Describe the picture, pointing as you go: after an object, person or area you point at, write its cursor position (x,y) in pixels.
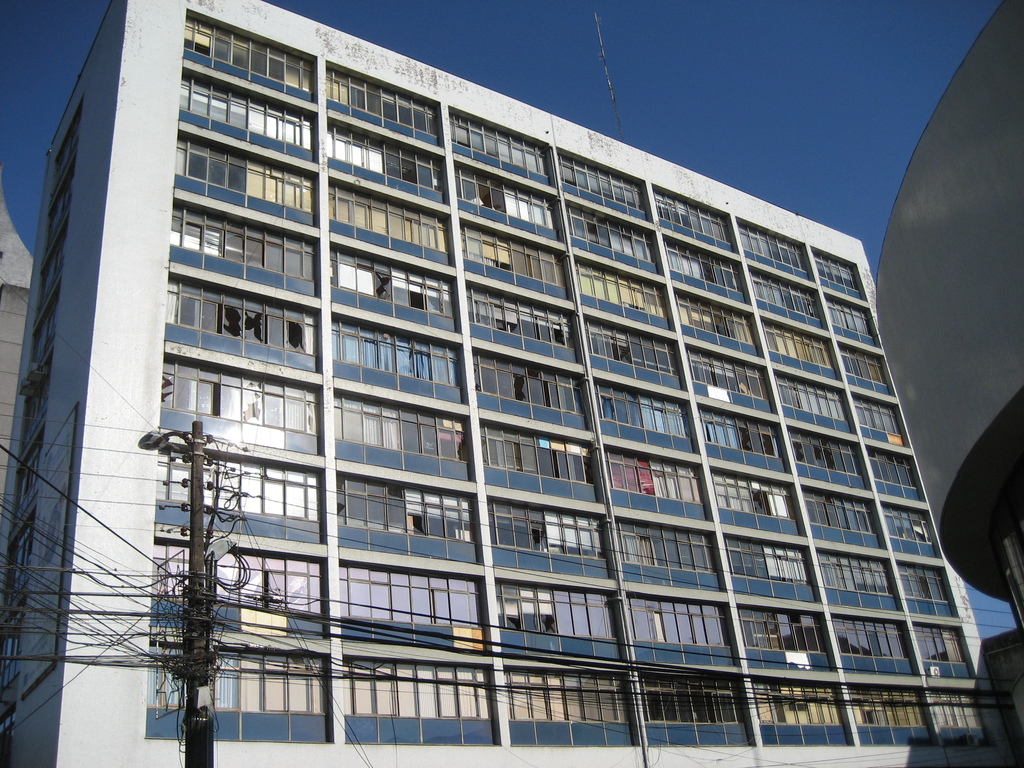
Here we can see a building (731,590), pole (198,456), and wires (384,625). In the background (762,110) there is sky (850,121).
